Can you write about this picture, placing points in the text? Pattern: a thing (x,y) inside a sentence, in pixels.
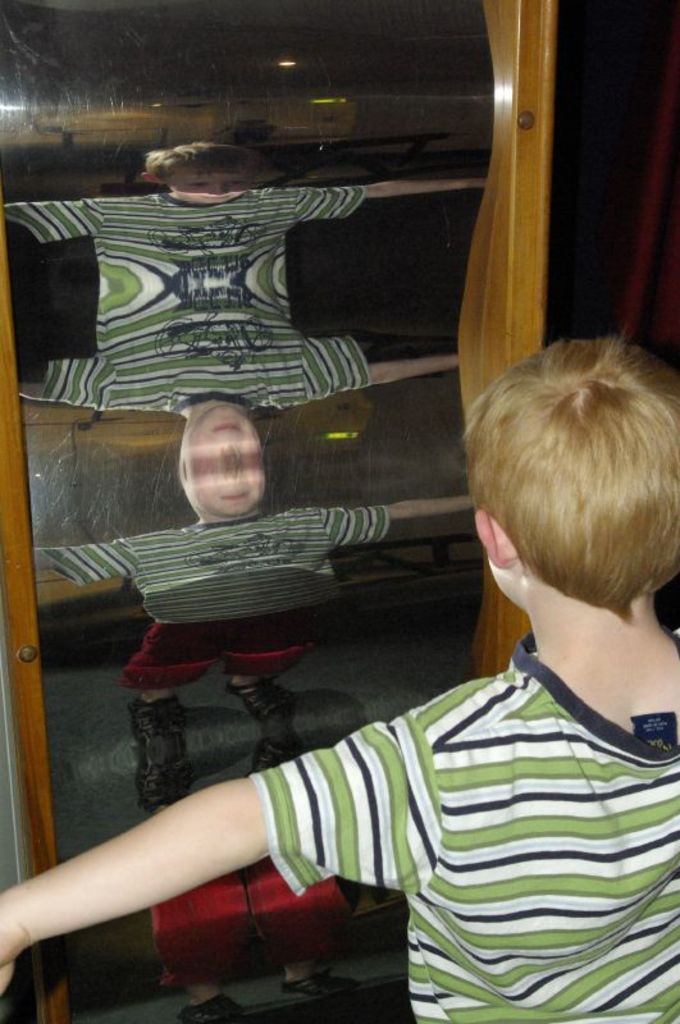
In the image there is a boy (430,875) in white and green striped t-shirt (435,809) standing in front of a crooked mirror (310,496).
